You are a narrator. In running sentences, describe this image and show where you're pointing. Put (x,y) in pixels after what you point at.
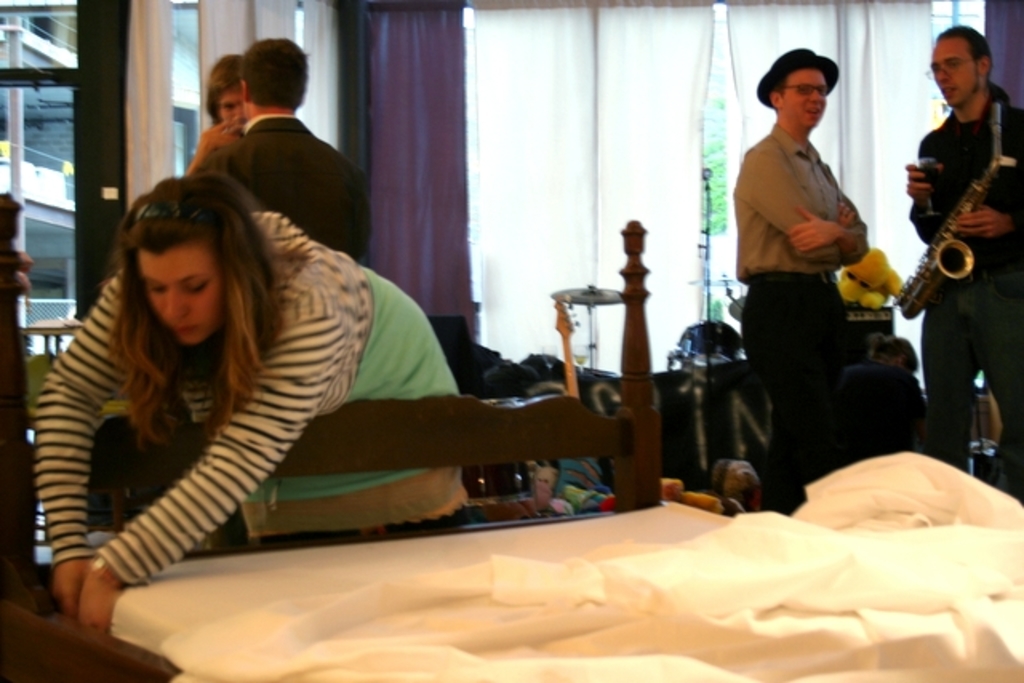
In this picture these five members (344,500) are standing. This person (937,55) holding musical instrument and glass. There is a bed (450,443). On the bed (746,570) we can see cloth (669,568). On the background (528,55) we can see curtains (510,127) and glass window (45,161). From this glass window (48,171) we can see Building (190,114). There is a drum plate (607,295).
